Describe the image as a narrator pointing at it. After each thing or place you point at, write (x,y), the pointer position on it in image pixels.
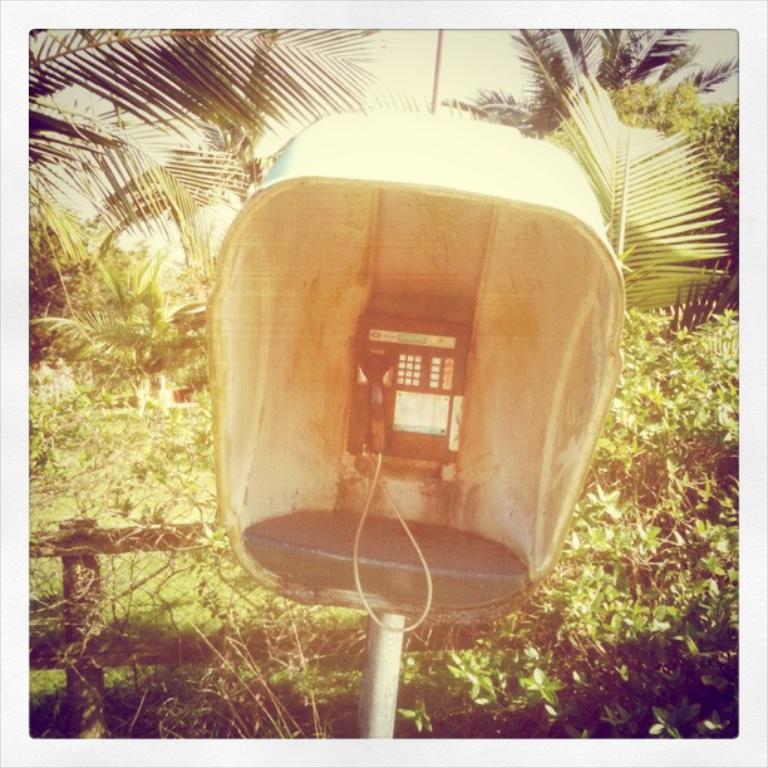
In the picture we can see a telephone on the stand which is on the pole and behind it, we can see a railing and plants (324,681) behind it and trees (262,77) and we can also see a part of the sky (425,100).
